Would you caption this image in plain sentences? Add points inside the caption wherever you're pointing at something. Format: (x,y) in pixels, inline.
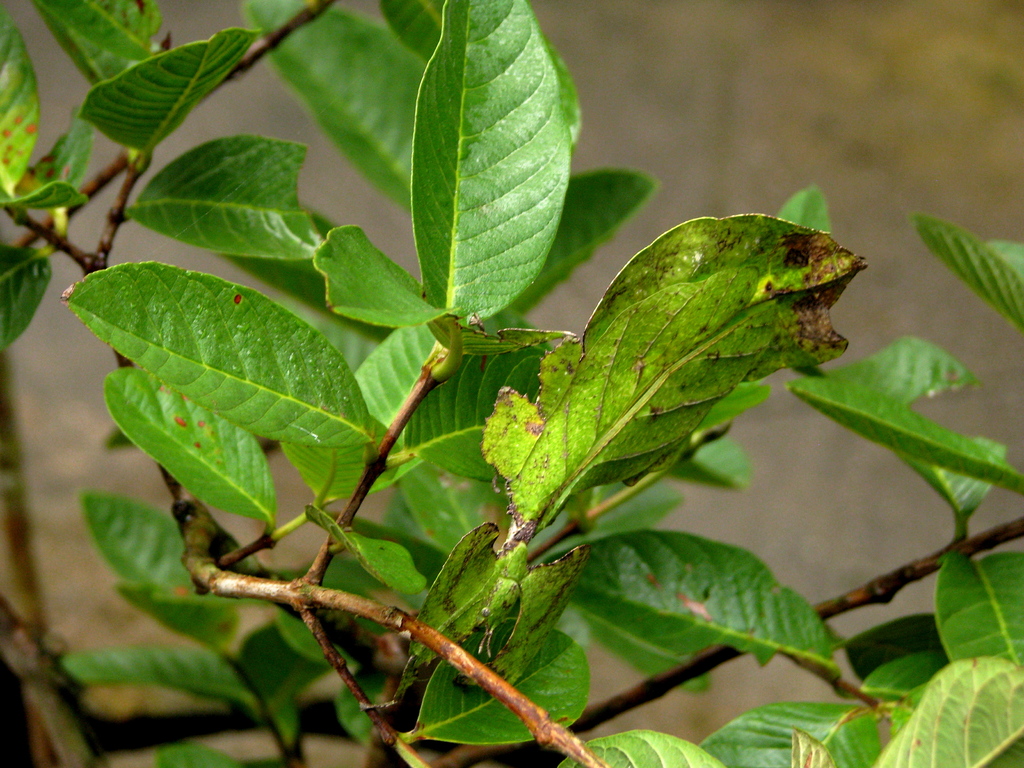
In this image I can see few green leaves (426,298). Background (769,116) is in blurred.
